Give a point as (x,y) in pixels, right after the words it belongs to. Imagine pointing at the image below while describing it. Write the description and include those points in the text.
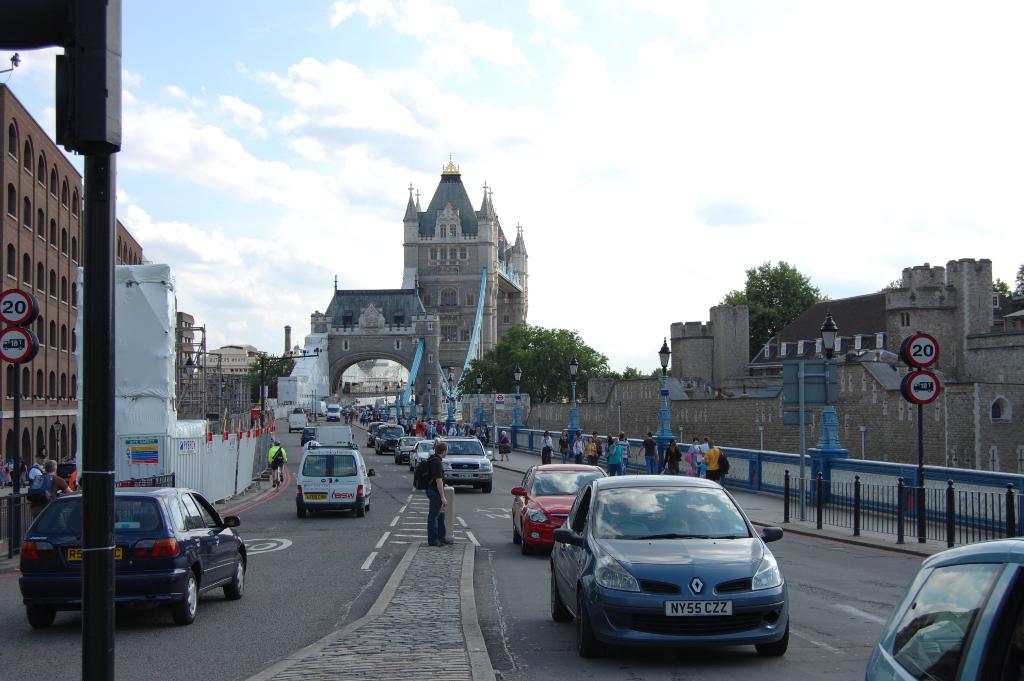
In this image we can see bridge (442,351), buildings (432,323), sign boards (915,385), vehicles (225,556), persons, road (279,491), trees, fencing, sky (286,90) and clouds (444,130).
